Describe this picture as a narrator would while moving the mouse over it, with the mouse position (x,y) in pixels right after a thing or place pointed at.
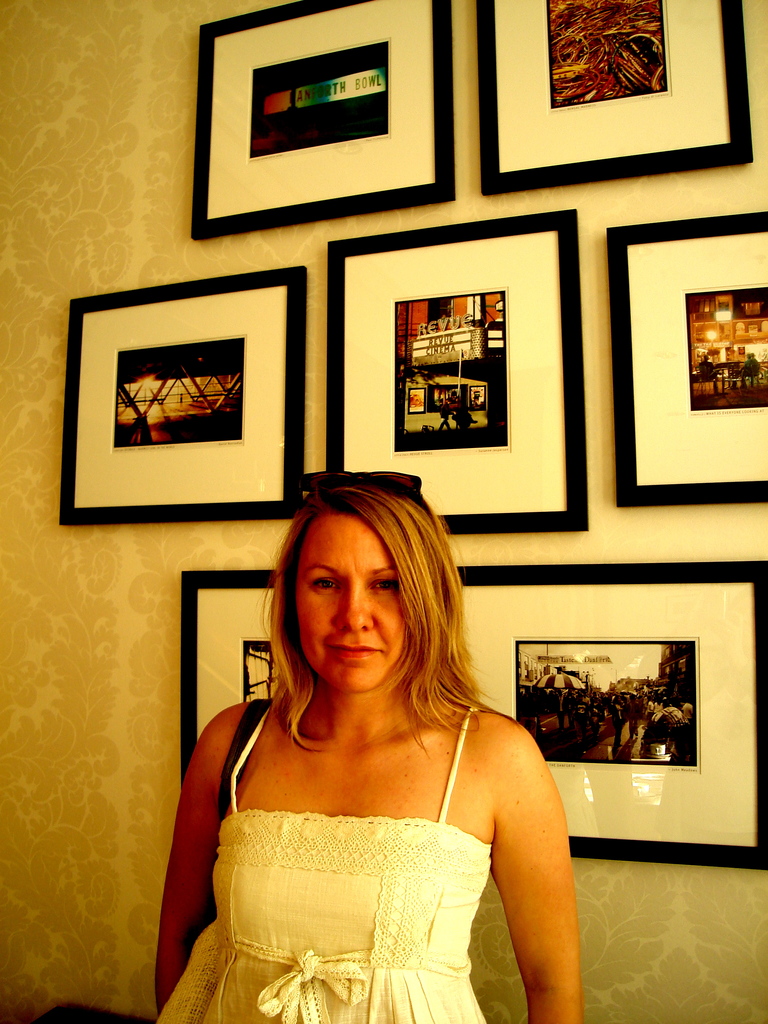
In this image I can see a woman (403,805) is standing. The woman (384,825) is wearing white color dress (394,847) and smiling. In the background (414,336) I can see photos (430,317) on the wall (2,581).
